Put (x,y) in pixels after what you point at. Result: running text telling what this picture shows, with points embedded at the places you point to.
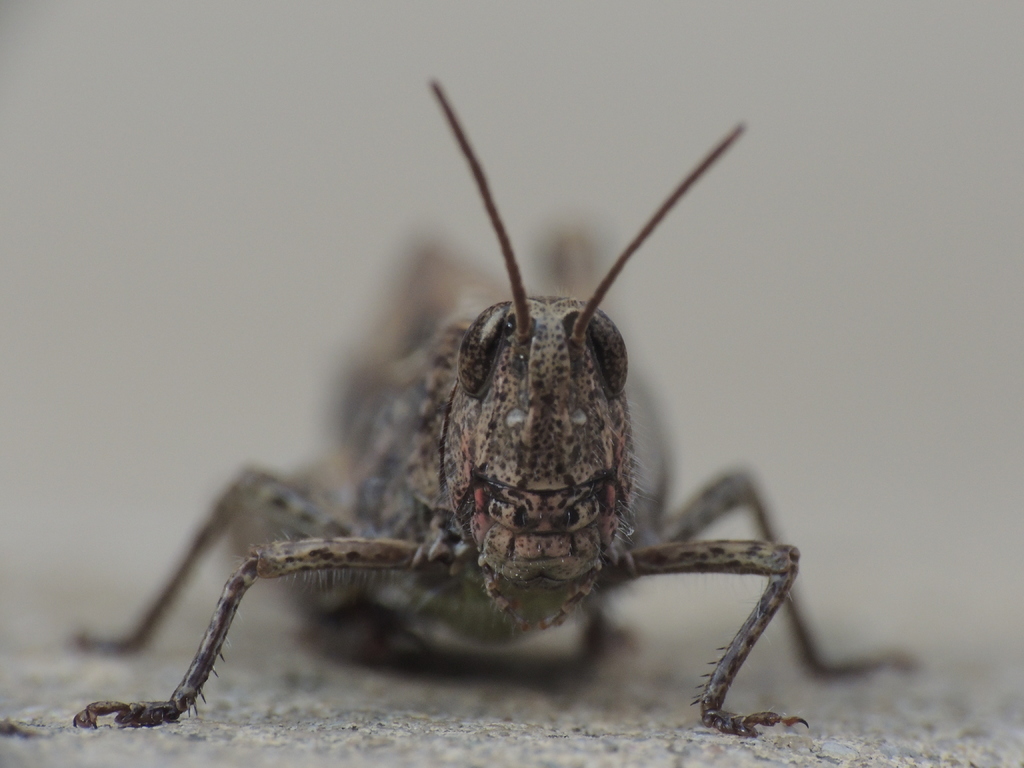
In this image we can see an insect (539,379) on the ground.
